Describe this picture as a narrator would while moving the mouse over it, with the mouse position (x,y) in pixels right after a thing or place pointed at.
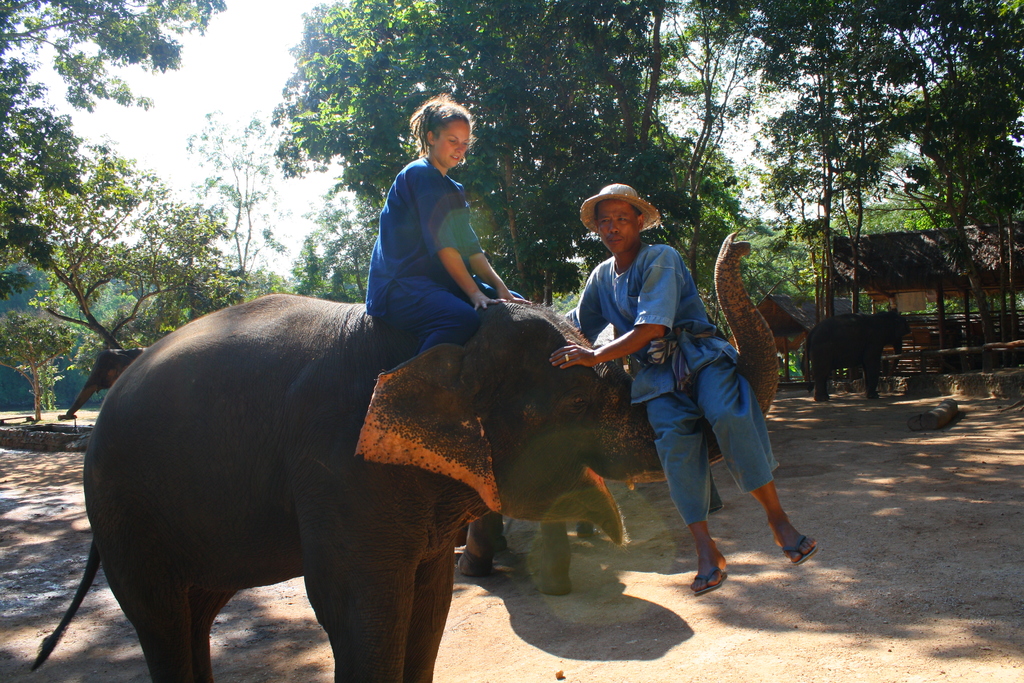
This image consist of a elephant (319,343) and two person (693,337). The man (661,454) is sitting on a trunk (642,457) of elephant (334,391). And woman (408,307) is sitting on the elephant (279,360). In the background (63,151) there are trees (110,187), huts (888,249) and elephants (837,321). The persons (452,336) are wearing blue dress (401,255).
